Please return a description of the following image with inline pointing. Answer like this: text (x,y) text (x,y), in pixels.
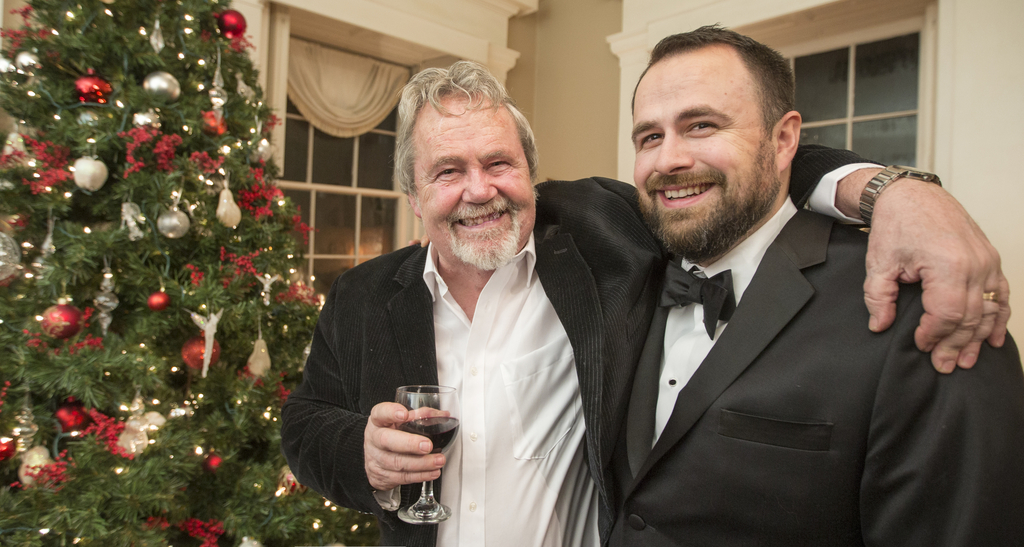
As we can see in the image there is a Christmas tree (193,214), two people (433,227) standing over here and holding glass (418,418).
